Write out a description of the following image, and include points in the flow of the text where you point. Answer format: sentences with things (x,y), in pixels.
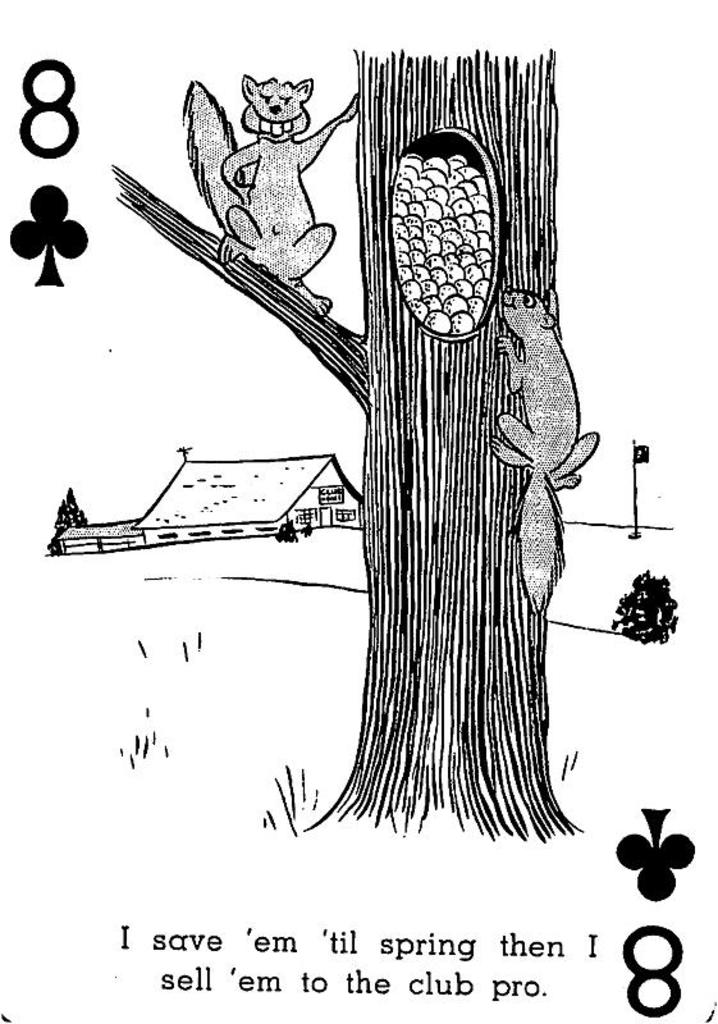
The picture is a drawing. At the bottom (329,971) we can see text (547,967), number (677,934) and a symbol (628,854). In the center of the picture (424,568) we can see squirrels (212,124), tree (420,695) and other objects (412,262). At the top (37,228) towards left (52,212) there are number (53,155) and symbol (53,228). On the left (159,508) there is a house (237,479) and tree (68,498). On the right (628,607) we can see a plant (654,596) and flag (638,532).
